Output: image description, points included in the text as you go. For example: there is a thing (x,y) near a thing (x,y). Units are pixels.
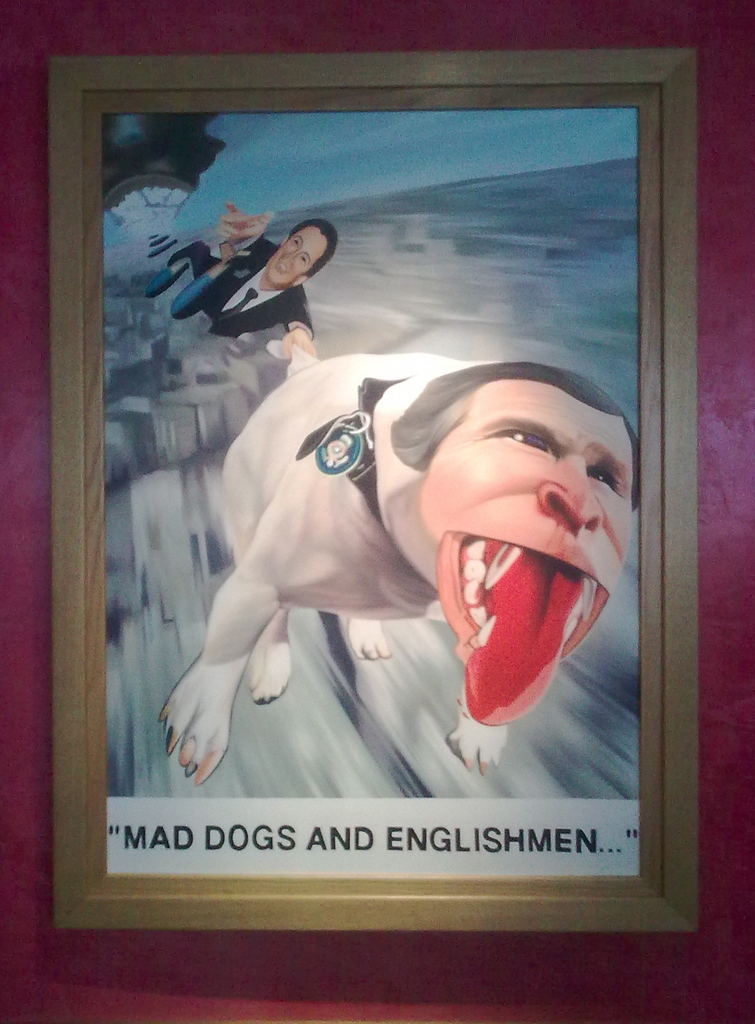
In this image I can see a picture (584,701) on the wall (740,313). Something is written on the picture (246,769). In that picture (233,723) I can see an animated person (258,308) and animal (333,577). In the background of the picture (313,261) it is blurry.
